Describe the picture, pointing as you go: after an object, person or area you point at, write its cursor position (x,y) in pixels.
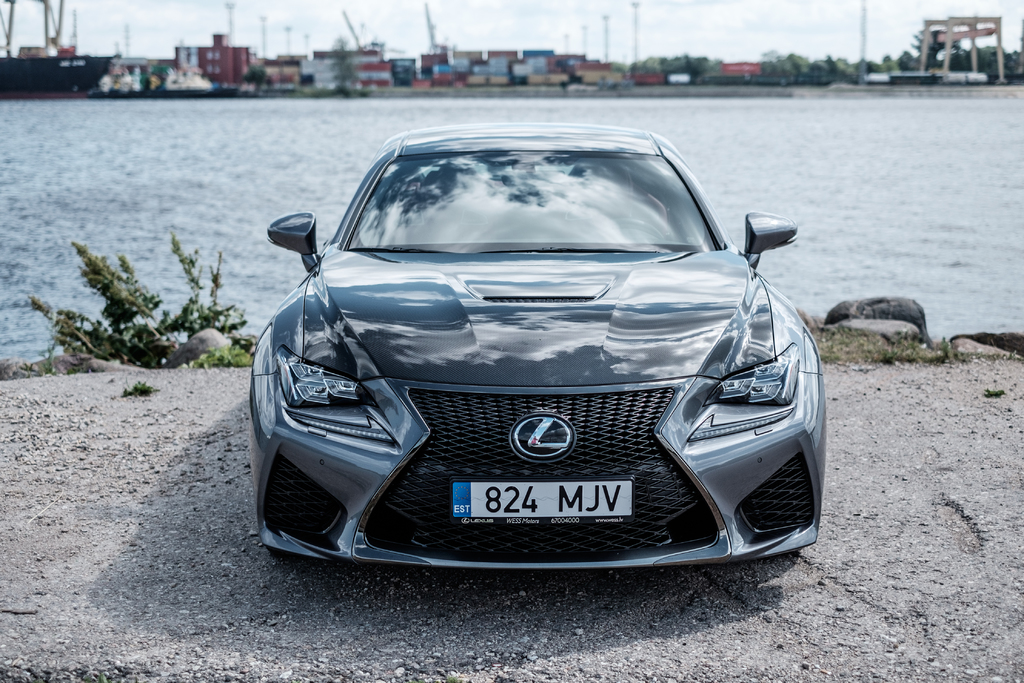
In this image I can see a car (459,460) and here I can see something is written on this number plate (601,499). In the background (160,262) I can see few plants (118,293), water (655,115), number of trees (799,68), buildings (225,77) and few poles (865,21). I can also see this image is little bit blurry from background (83,74).
